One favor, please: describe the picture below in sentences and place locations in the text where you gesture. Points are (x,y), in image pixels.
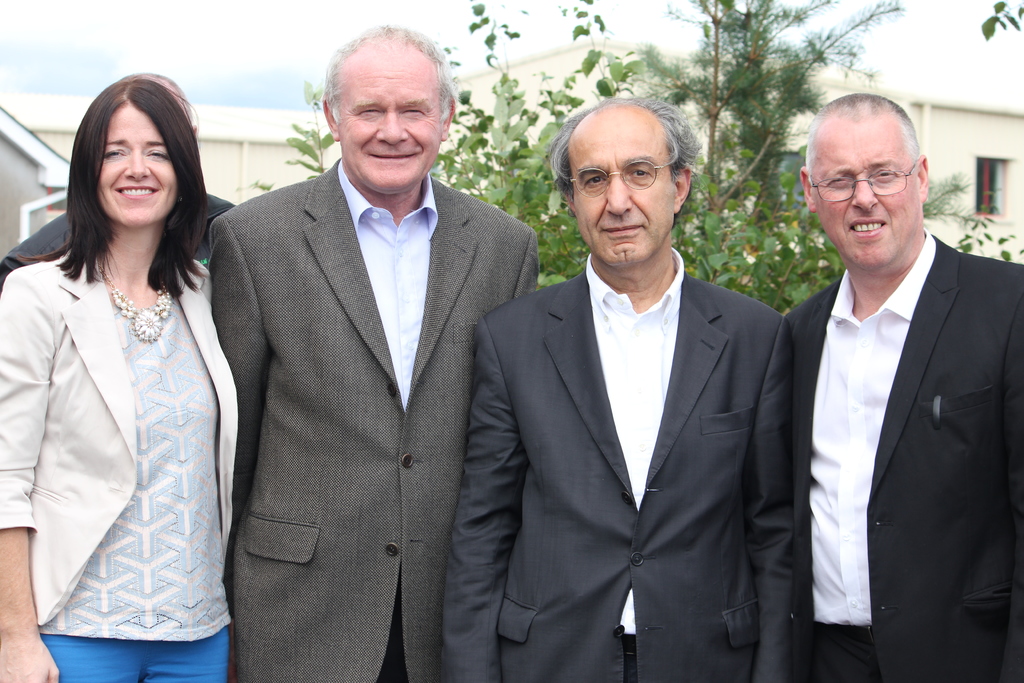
In this image in the foreground (851,371) there are some people (388,306) who are standing and smiling, and in the background (923,103) there are some houses (12,109) and trees (566,93) and at the top of the image (652,42) the sky (910,64).
